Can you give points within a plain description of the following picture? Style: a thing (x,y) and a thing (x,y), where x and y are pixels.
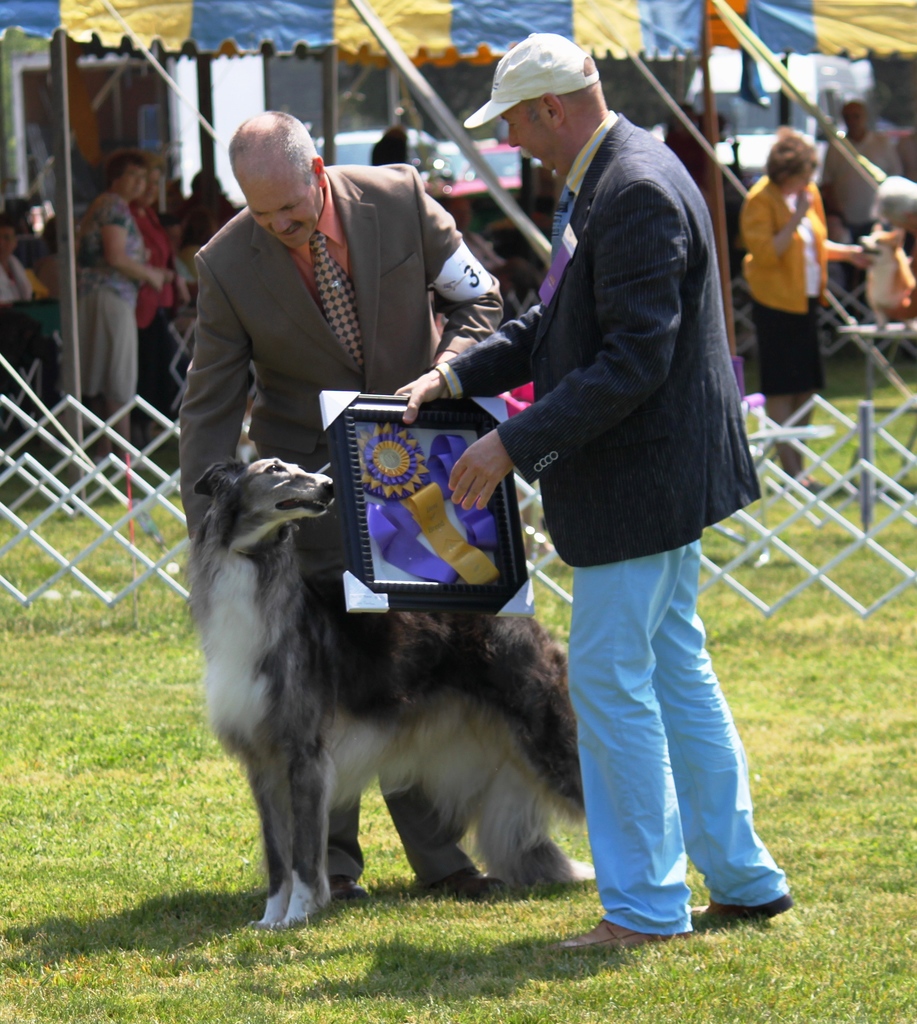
On the background (205,52) we can see tent (768,39) and under this tent (719,41) we can see few persons (114,295) here. We can see a man (669,339) holding a frame (371,449) in his hand (409,407). He wore a cap (539,64). We can see other man (284,214) standing and looking toward this dog (311,676). This is a fresh green grass (124,878). We can see a white colour fence (791,506) here.
